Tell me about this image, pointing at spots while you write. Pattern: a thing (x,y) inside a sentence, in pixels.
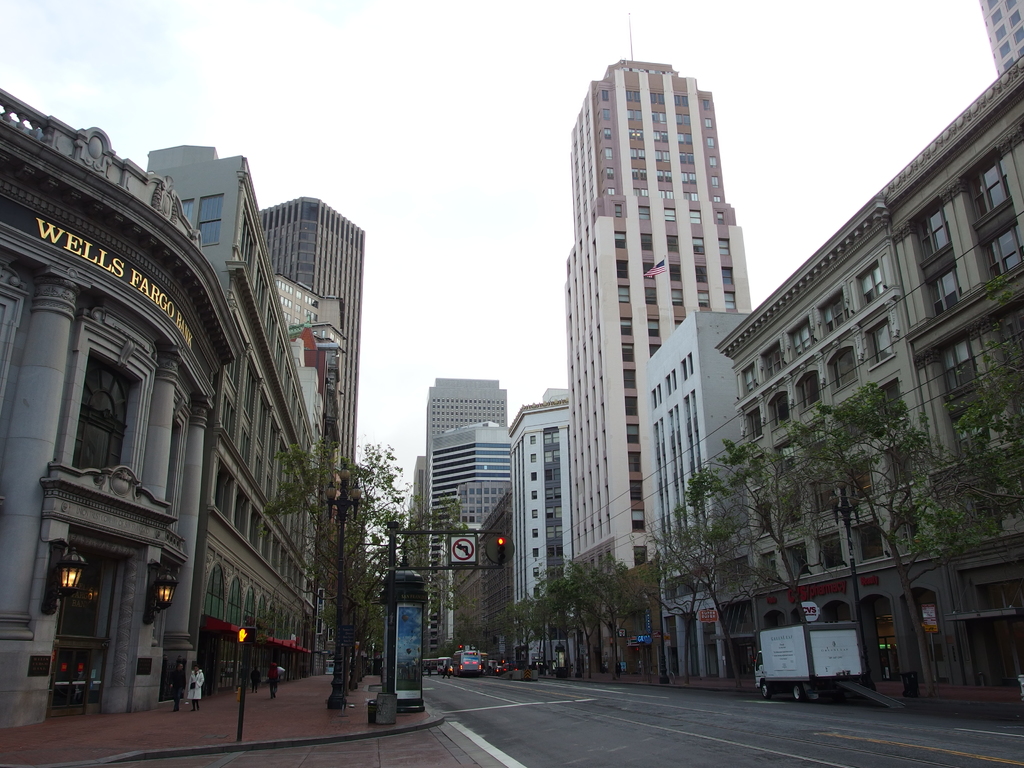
This picture shows few buildings (565,461) and trees (346,481) and we see few people (271,687) walking on the sidewalk (292,686) and we see vehicles (467,668) on the road (529,713) and a cloudy Sky (513,126).
